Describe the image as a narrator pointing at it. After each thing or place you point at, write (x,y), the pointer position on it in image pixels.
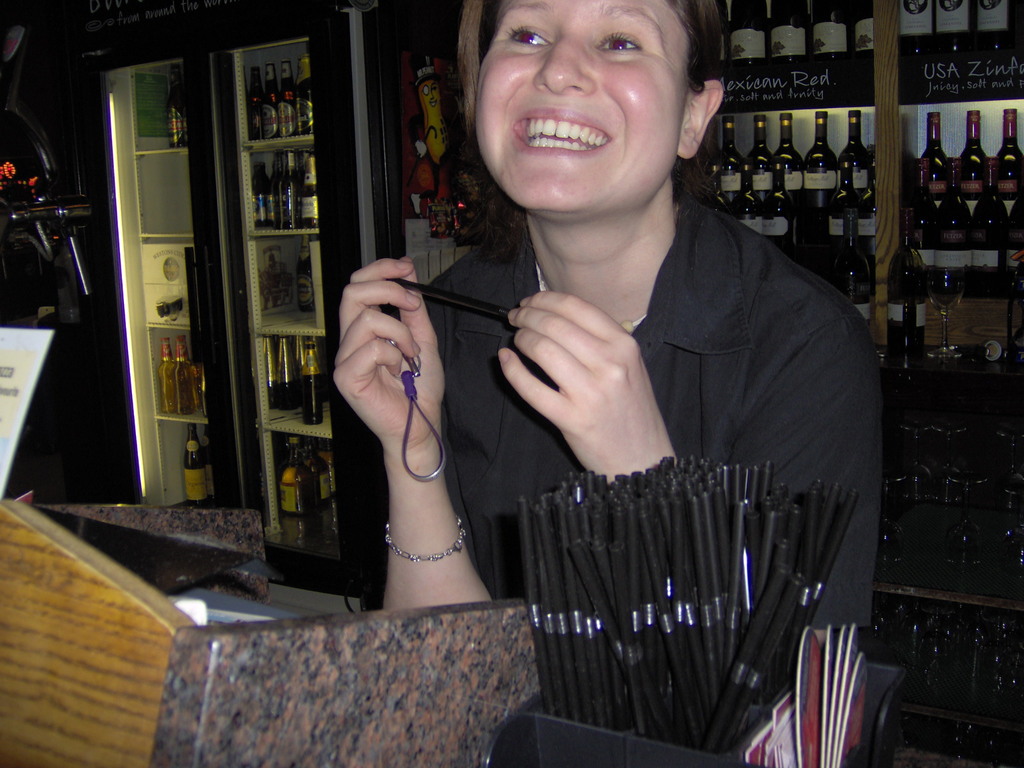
In this image we can see a woman (497,429) holding an object (490,306) and smiling. We can also see the granite (478,739) and straws (615,621) and also some other objects (819,652) in a black color box (872,710). In the background (858,239) we can see many alcohol bottles (902,285) placed in the racks (879,58). We can also see a few bottles (280,346) arranged in a refrigerator (254,242).
